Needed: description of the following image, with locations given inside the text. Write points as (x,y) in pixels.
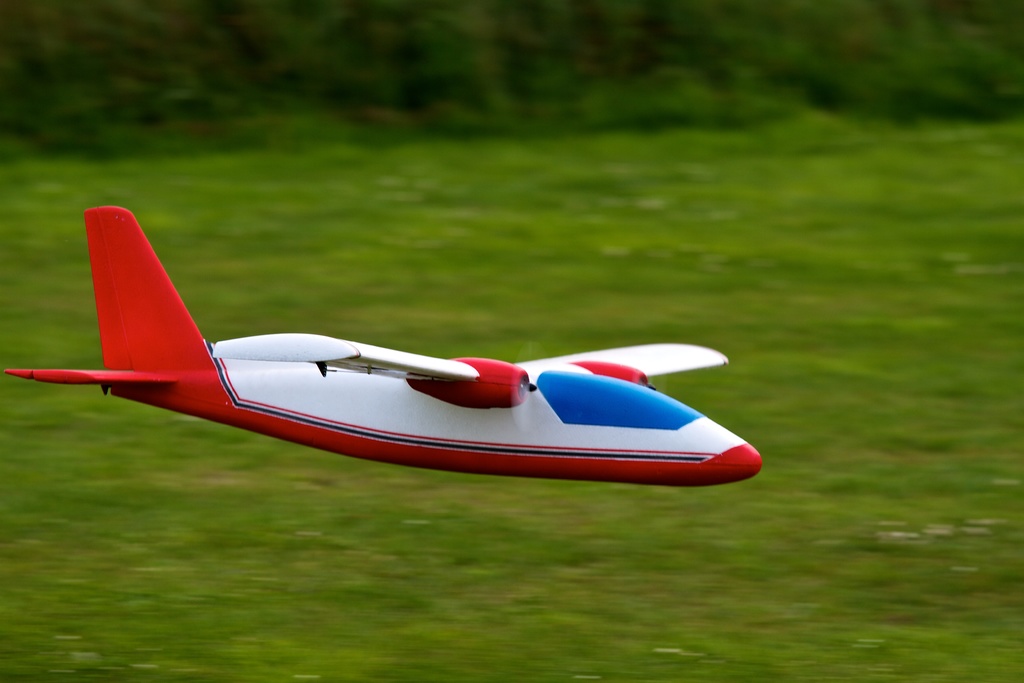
In this picture we can see a toy airplane (465,397) flying in the air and behind the airplane (471,386) there are trees (519,70).
